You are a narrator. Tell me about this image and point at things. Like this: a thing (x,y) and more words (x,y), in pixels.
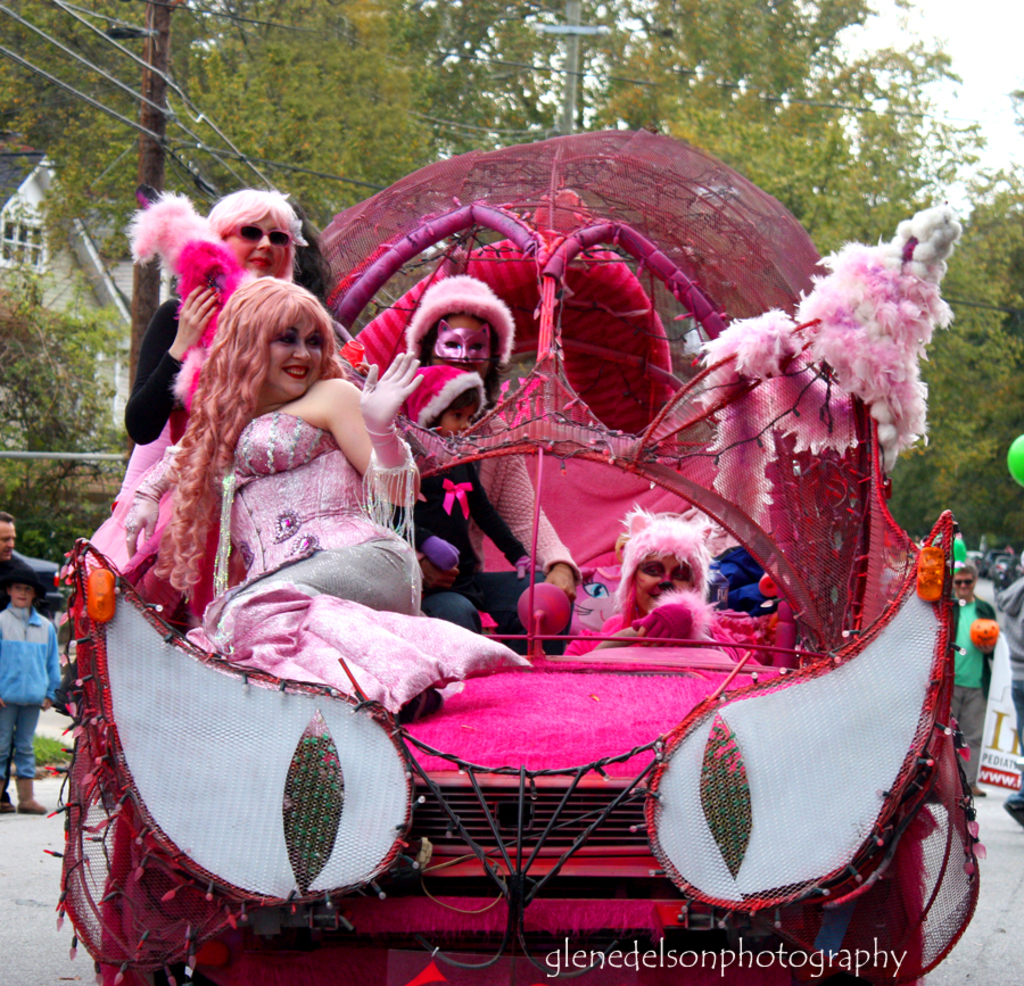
In this image, there is an outside view. In the foreground (253,205), there are some persons (345,423) sitting on the car (443,729). There is a pole (156,189) in the top left of the image (143,171). In the background (343,51), there are some trees (803,82).
